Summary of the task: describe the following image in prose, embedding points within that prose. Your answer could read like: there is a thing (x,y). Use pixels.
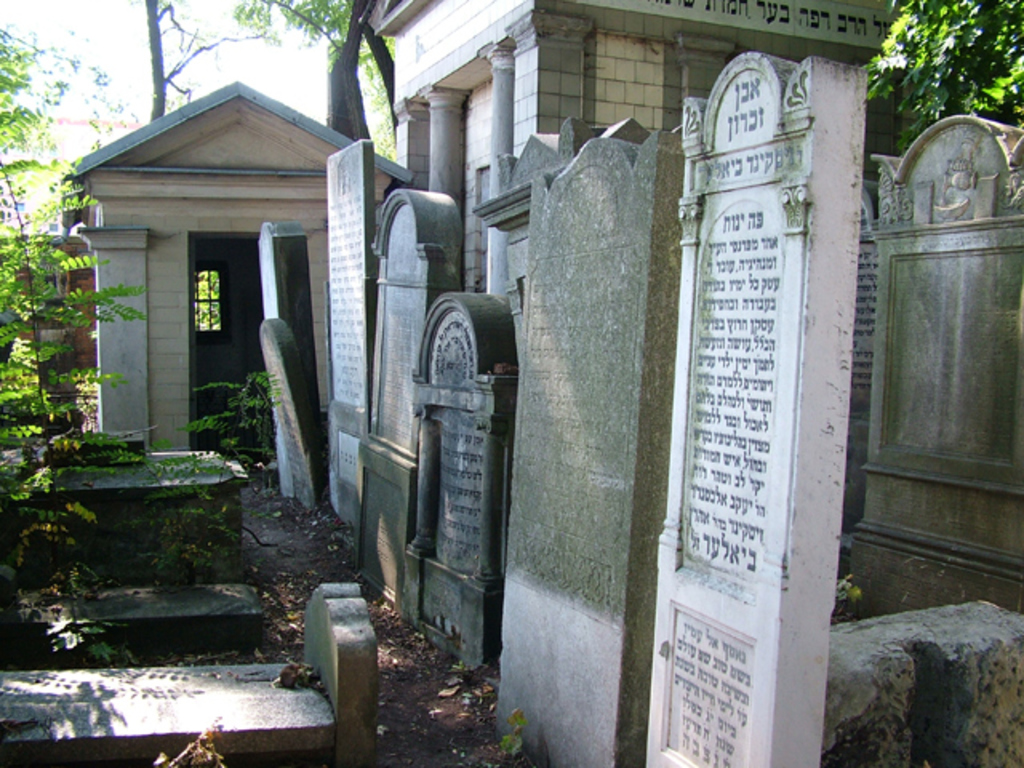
In this image I can see these are the graveyards (733,431). On the left side (69,304) there are trees (65,201).
